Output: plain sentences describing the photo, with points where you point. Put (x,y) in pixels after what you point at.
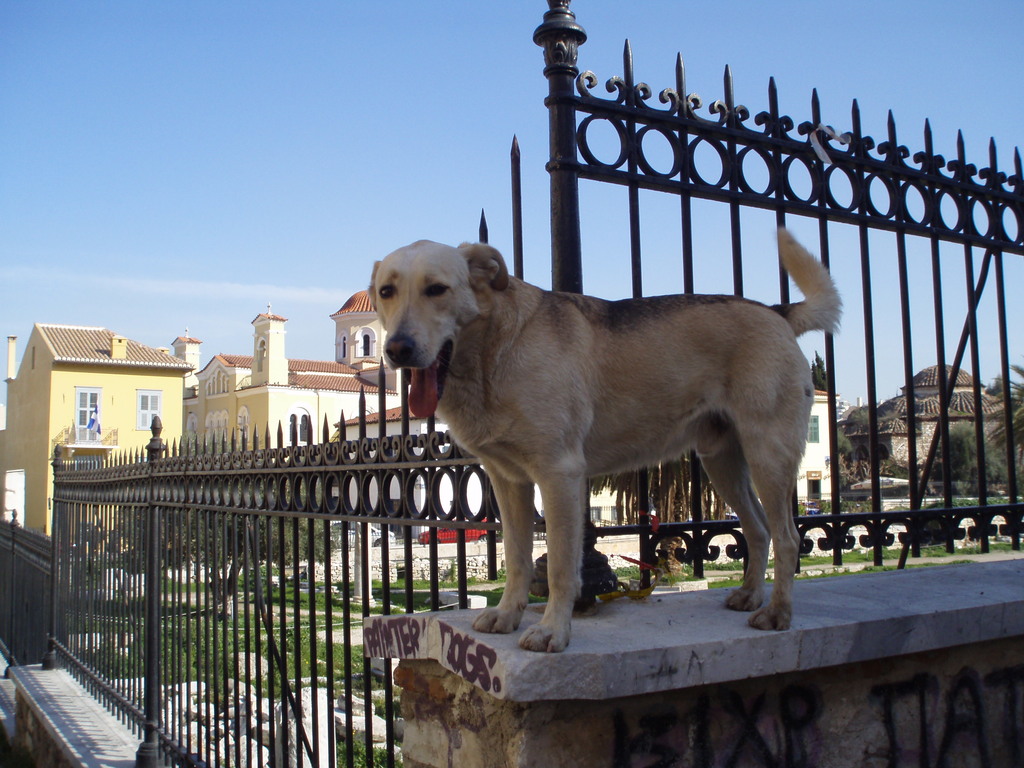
In this image we can see a dog (524,571) on a wall (598,624). Near to the wall (527,615) there are railings (275,452). In the back (232,378) there are buildings (319,368) with windows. In the background (270,155) there is sky (417,63).
